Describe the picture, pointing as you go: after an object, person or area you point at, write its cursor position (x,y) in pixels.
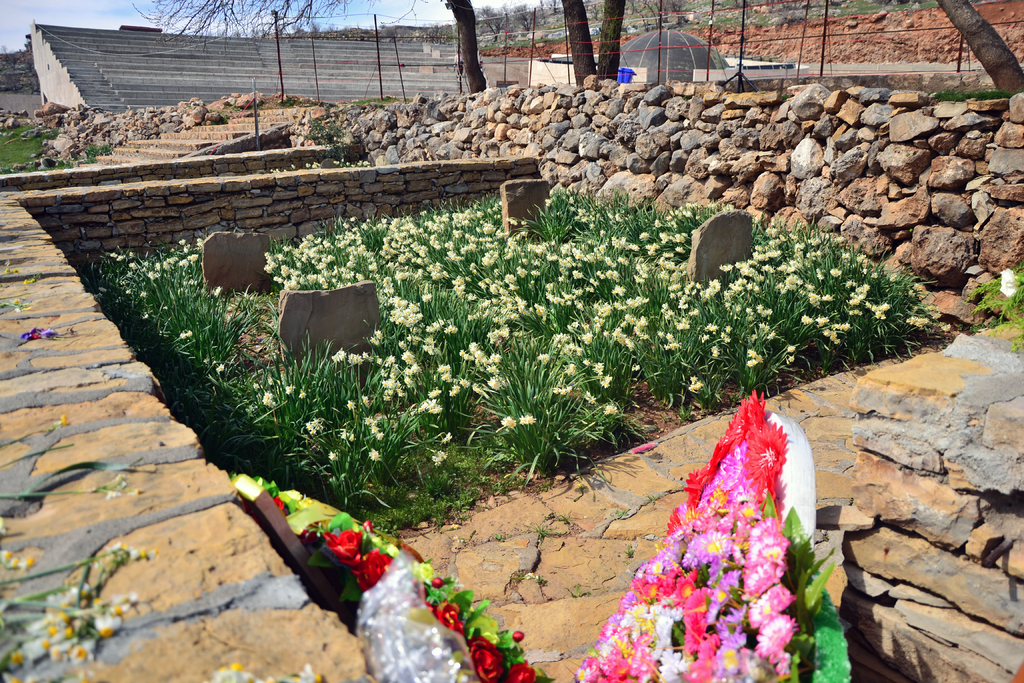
In the left (96,260) and bottom we can see a stone wall fence (120,370) on both side of the image, in between flowering plants (497,368) are there and at the bottom (356,632) flower bouquet (314,527) is there. On the top left (283,15) sky (216,13) is visible blue in color and tree trunk (461,3) are visible. In the middle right hut (651,81) is there. In the left (11,145) grass (19,135) is visible. In the top (19,81) mountains (17,69) are visible. This image is taken during day time in the ground (633,397).
